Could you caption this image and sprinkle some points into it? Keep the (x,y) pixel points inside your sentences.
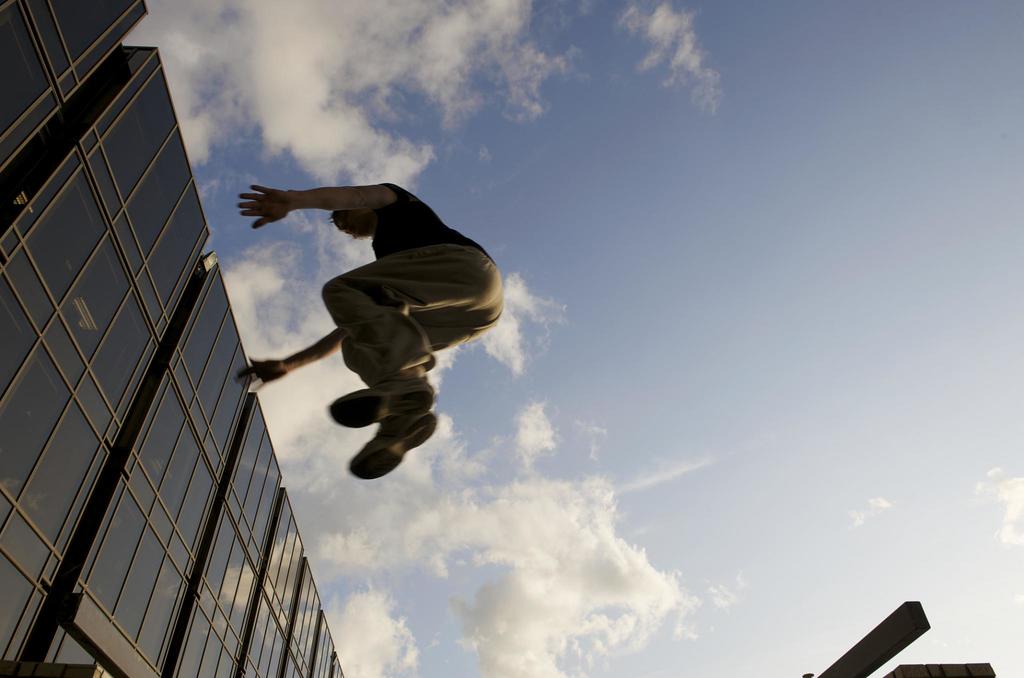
In this image we can see a person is in the air, here we can see the wall (238,496) and the sky (312,339) with clouds (583,553) in the background (671,495).
